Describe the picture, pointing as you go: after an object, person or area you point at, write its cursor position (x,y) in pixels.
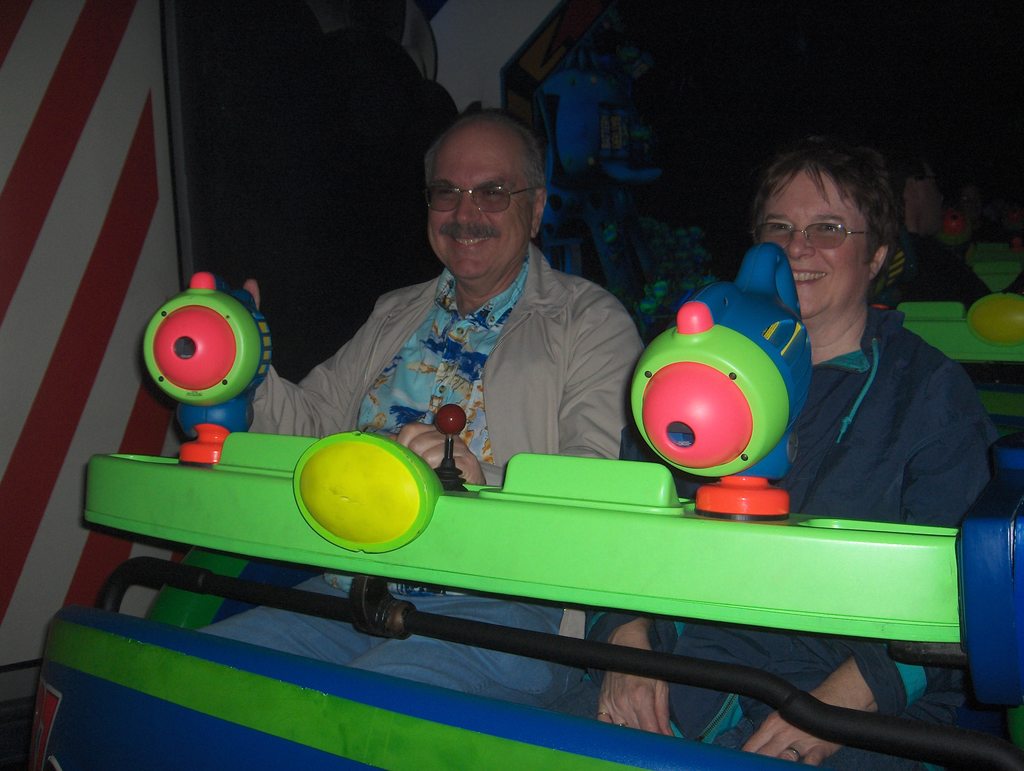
In this image I can see two people (856,290) sitting and wearing different color dresses (578,420). I can see a multi color ride (658,559). Background (647,138) is dark.
